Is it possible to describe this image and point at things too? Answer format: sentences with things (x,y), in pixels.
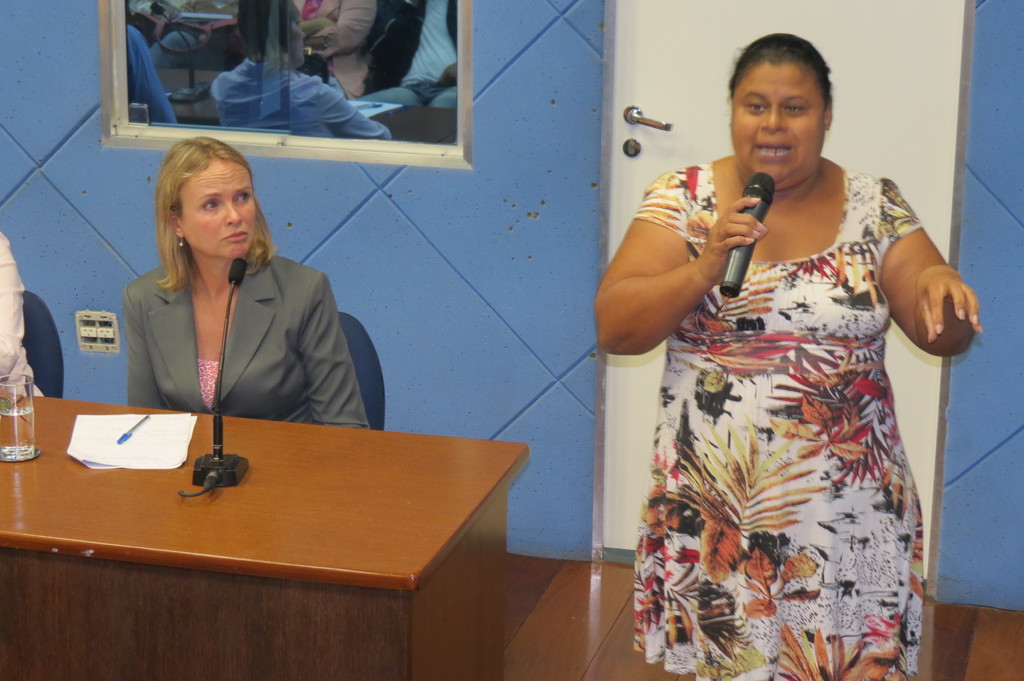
In this image there is a woman (731,328) who is standing and speaking with a mic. And the woman (334,355) to the left side (341,349) is sitting on chair (352,334) and there is table (283,487) in front of her on which there is paper (151,422), pen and a microphone (221,463). At the background (560,136) there is a wall (546,108) and a glass window (290,57).
